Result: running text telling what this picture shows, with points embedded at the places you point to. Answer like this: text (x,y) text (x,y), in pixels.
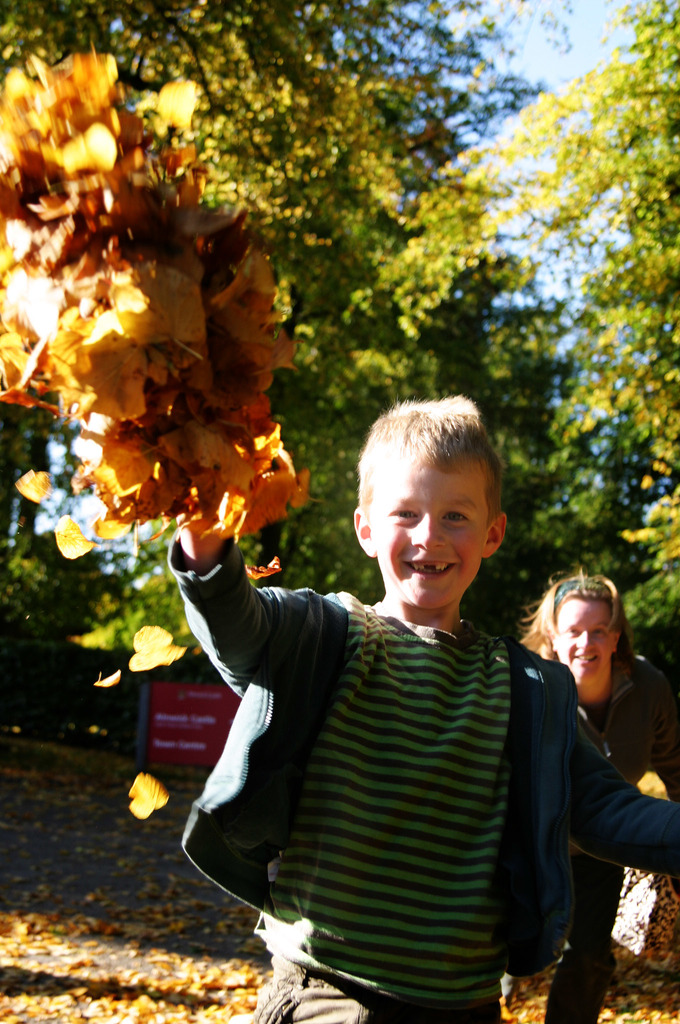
In this image we can see a kid (271,806) wearing blue color jacket (243,709) holding something in his hands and in the background of the image (611,725) there is a woman (614,687) chasing kid (602,813), there are some trees (672,511) and clear sky (572,303).
